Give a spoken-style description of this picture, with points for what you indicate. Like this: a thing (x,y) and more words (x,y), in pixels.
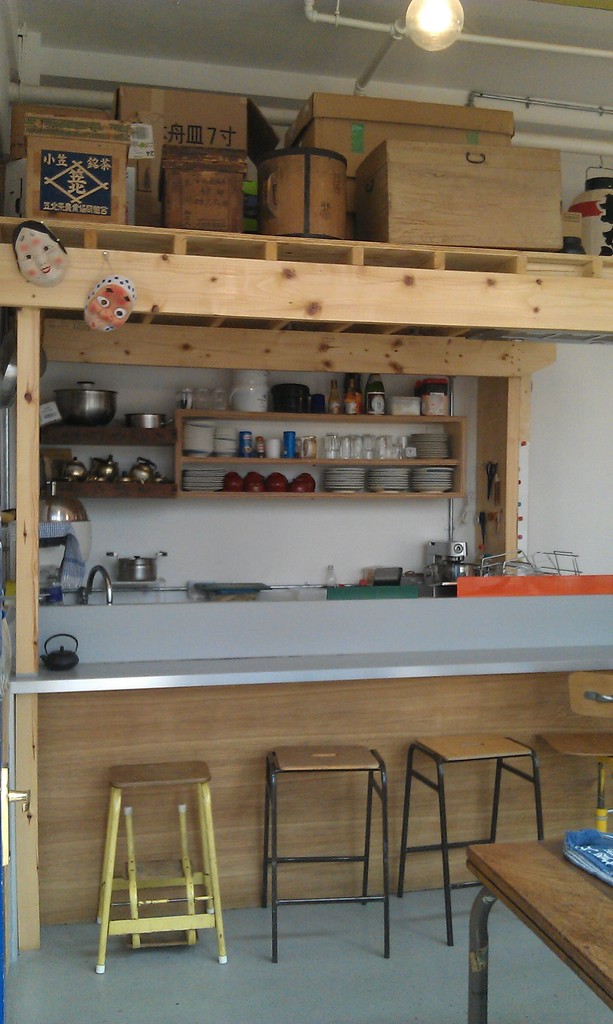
In this picture there is a table (557,950) in the right corner (573,931) and there are few stools (442,806) in front of it and there is a table (338,675) above it and there is a wooden object (168,431) where few kitchen utensils (244,444) placed in it and there are few wooden boxes (311,134) and some other objects (306,183) placed above it.
